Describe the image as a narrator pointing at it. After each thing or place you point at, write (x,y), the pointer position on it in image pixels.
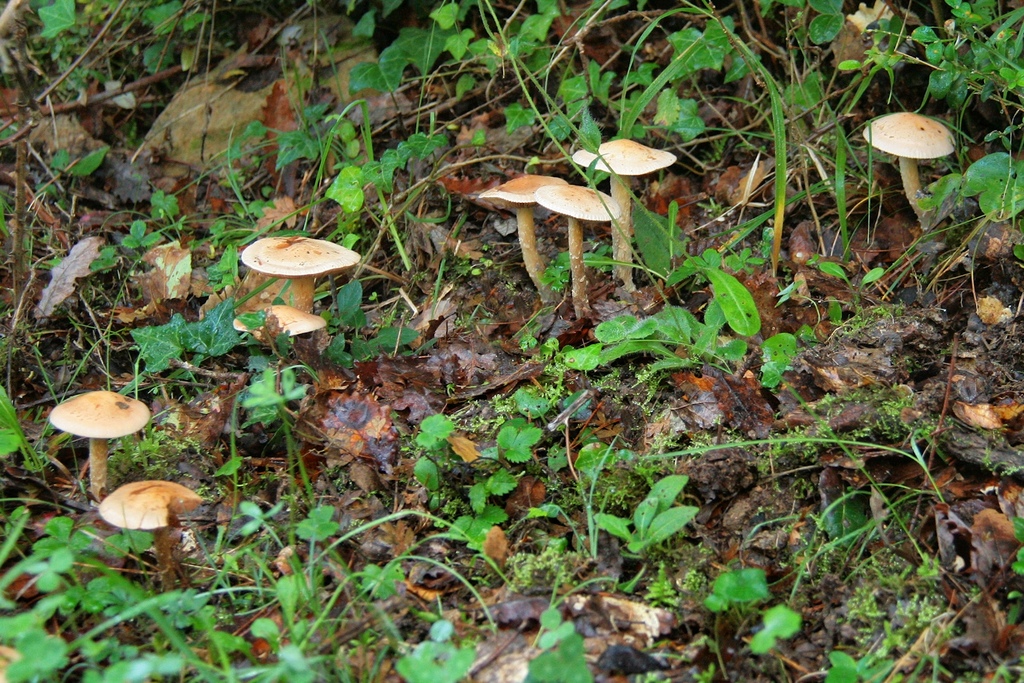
In this image there are few mushrooms (91,467) on the land (454,472) having few plants (43,576) and few dried leaves (405,426) on it.
